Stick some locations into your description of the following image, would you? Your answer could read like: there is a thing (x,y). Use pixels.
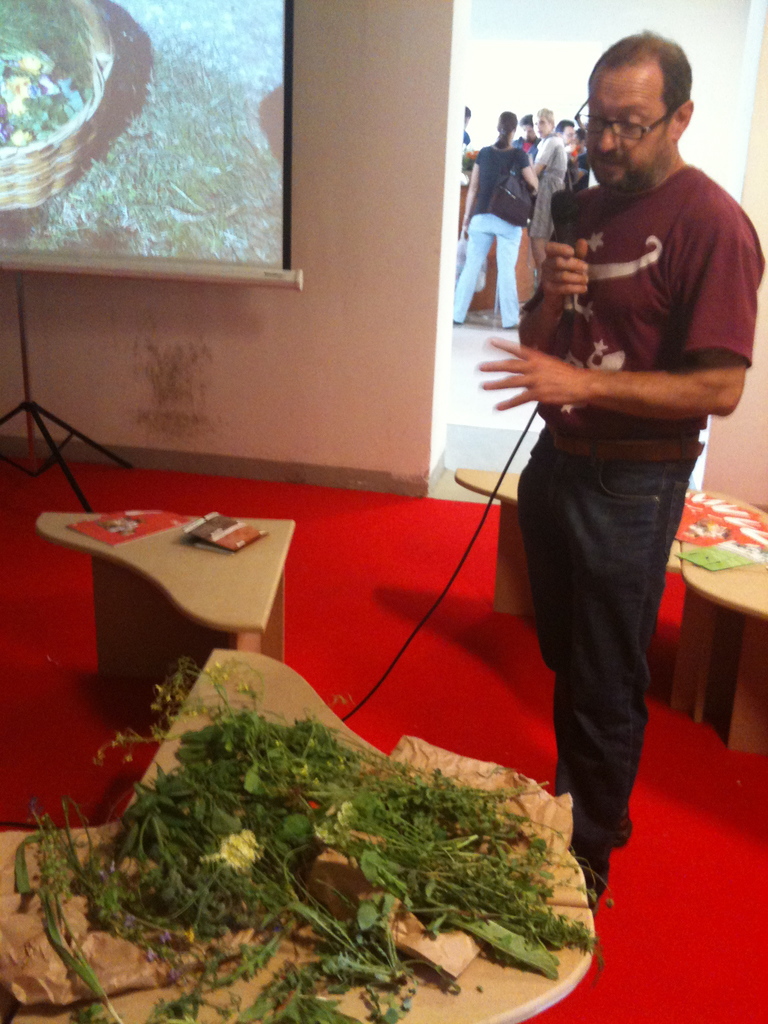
In this image on the right side (537,539) there is one person (647,441) who is standing and he is holding a mike (566,245) and talking, and there are some tables (214,633). On the tables (190,557) there are some books (719,557), flowers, stems (247,873). In the background (316,297) there is a wall (46,292) and screen (127,168) and also there are some persons (544,194).
